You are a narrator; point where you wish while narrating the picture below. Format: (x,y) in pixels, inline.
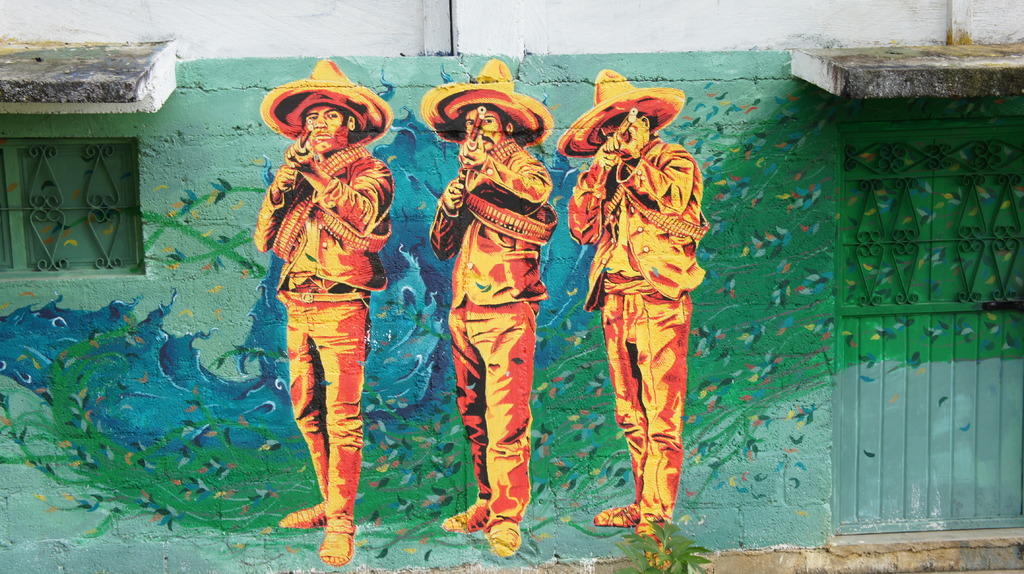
In this image we can see a painting (503,262) on the wall (555,238). There is a door (947,231) on the right side of the image (975,232). On the left side of the image (45,173), we can see a window (118,185).
